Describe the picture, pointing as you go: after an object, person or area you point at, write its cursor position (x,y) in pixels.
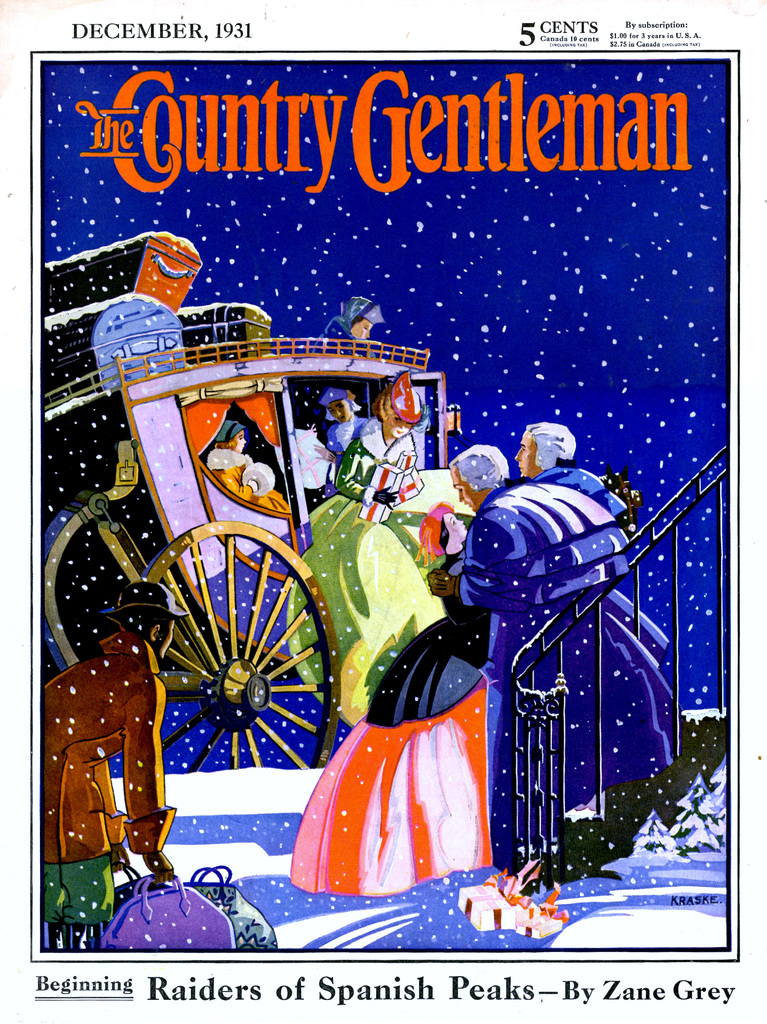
This is a poster (258,636). Here we can see cartoon images (294,590) on the poster (388,482). There are few persons (544,566) standing on the snow (234,841) at the steps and there is a woman (402,448) getting down from the cart (213,619). In the cart (197,597) there are two persons (219,445) sitting and on the cart (195,461) there are 3 boxes (118,310) and we can also see gifts (502,902) on the snow (573,927), poles (576,614) and on the left (139,843) there is a person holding bags (139,903) in his hands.
